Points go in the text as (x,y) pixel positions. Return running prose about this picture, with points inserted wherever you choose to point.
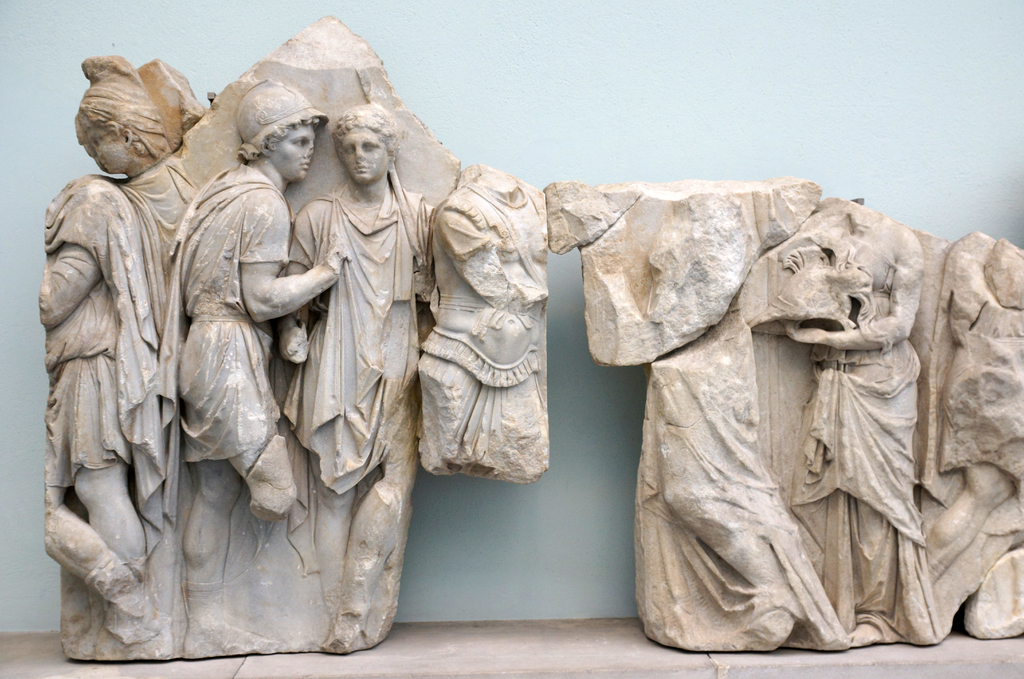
In this picture I can see sculptures of people (498,258), and in the background (654,101) there is a wall (635,102).
